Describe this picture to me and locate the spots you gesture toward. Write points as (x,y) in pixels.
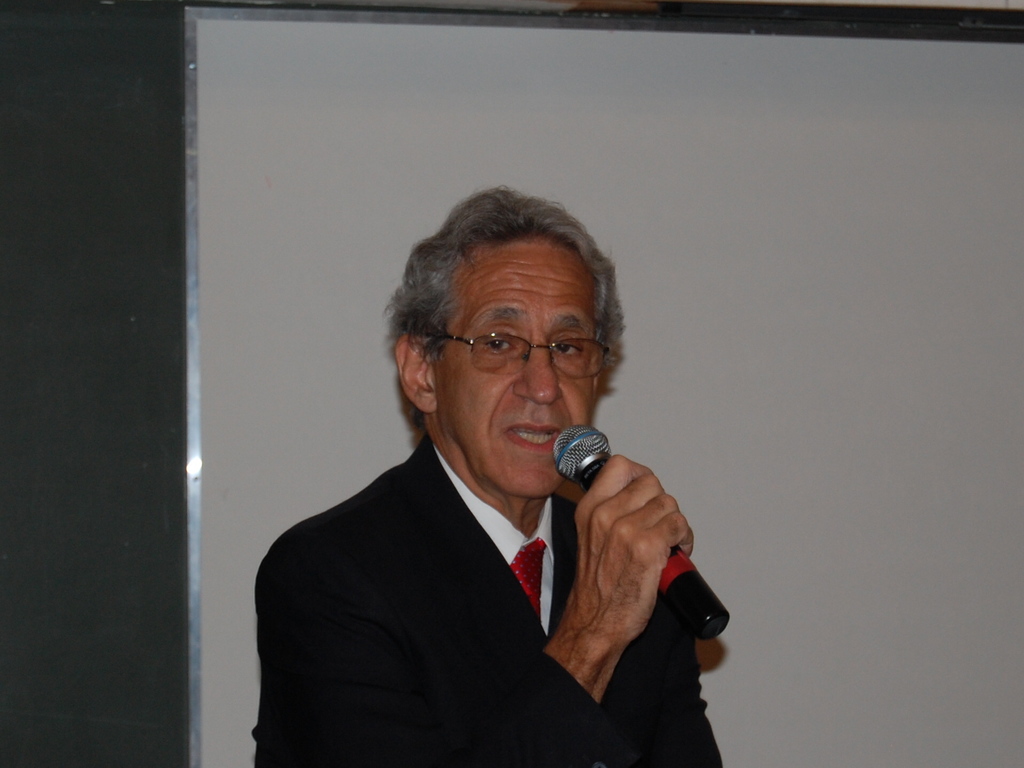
In this picture we can see man (457,596) holding mic (601,459) in his hand (597,554) and talking and he wore blazer (399,532), spectacles (462,341), tie (533,577) and in background (445,166) we can see wall (142,159).
